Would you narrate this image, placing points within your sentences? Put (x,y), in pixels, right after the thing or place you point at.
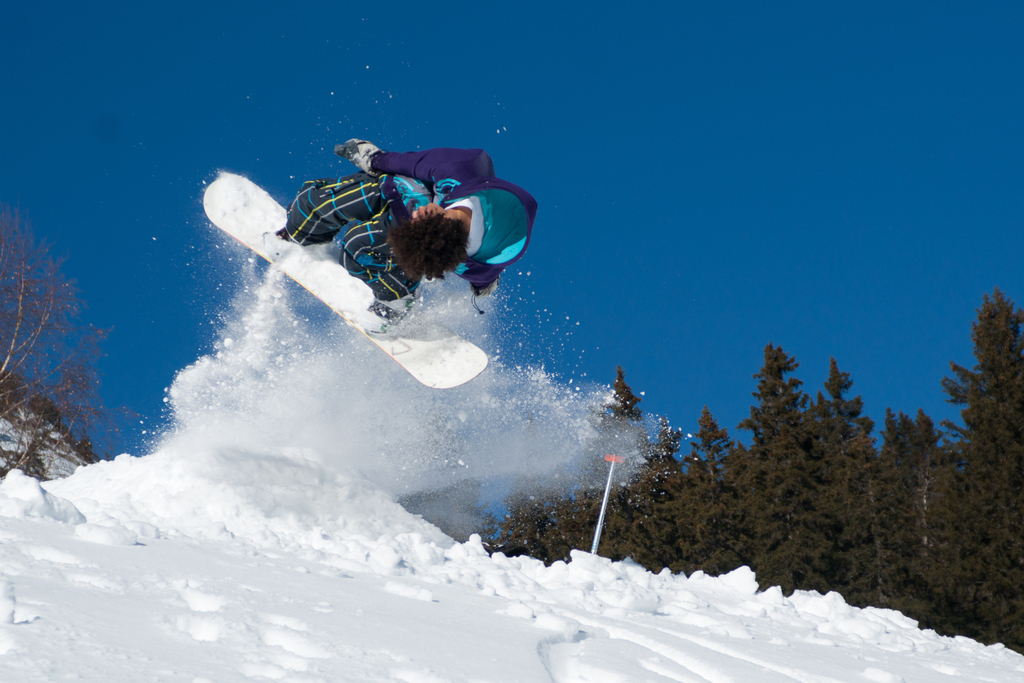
This image is taken outdoors. At the top of the image (558,172) there is a sky (181,160). In the background (59,404) there are a few trees (757,484). At the bottom of the image (480,616) there is snow (899,657) on the ground (296,579). In the middle of the image (486,265) a man (458,186) is skiing with a snowboard (324,285).
